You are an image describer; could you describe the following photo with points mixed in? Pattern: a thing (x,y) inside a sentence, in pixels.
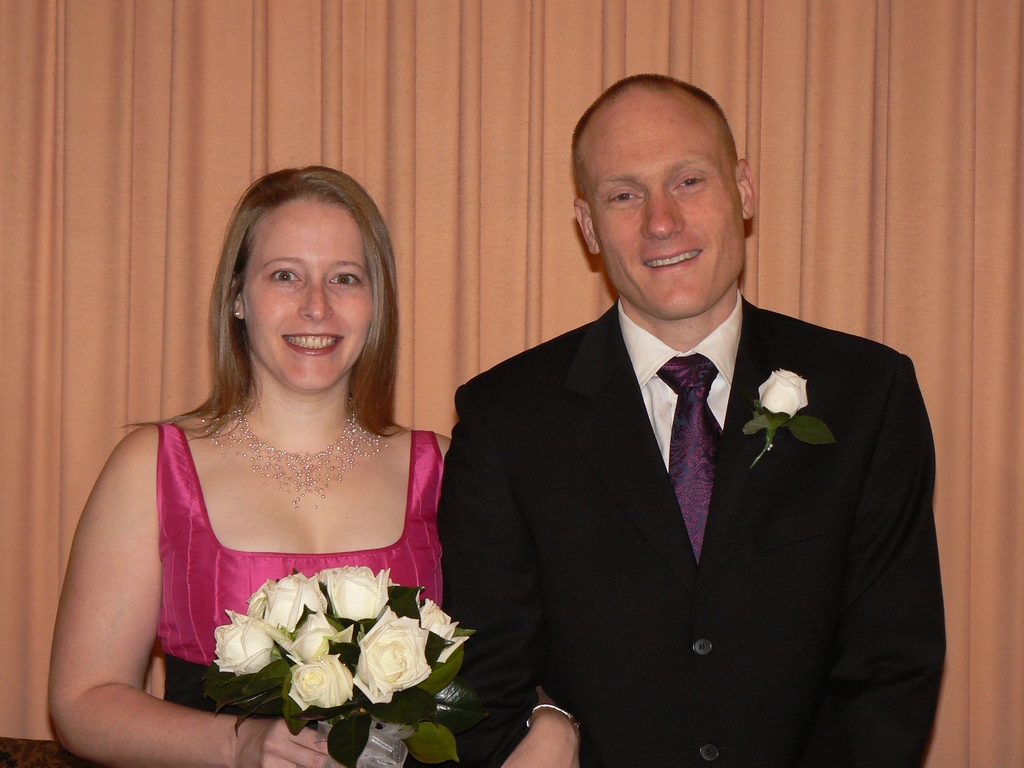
This image is taken indoors. In the background (401,177) there is a curtain (85,294). In the middle of the image (681,449) a man (712,405) and a woman (391,471) are standing. A woman (391,471) is holding a bouquet (225,664) in her hand (282,753).
